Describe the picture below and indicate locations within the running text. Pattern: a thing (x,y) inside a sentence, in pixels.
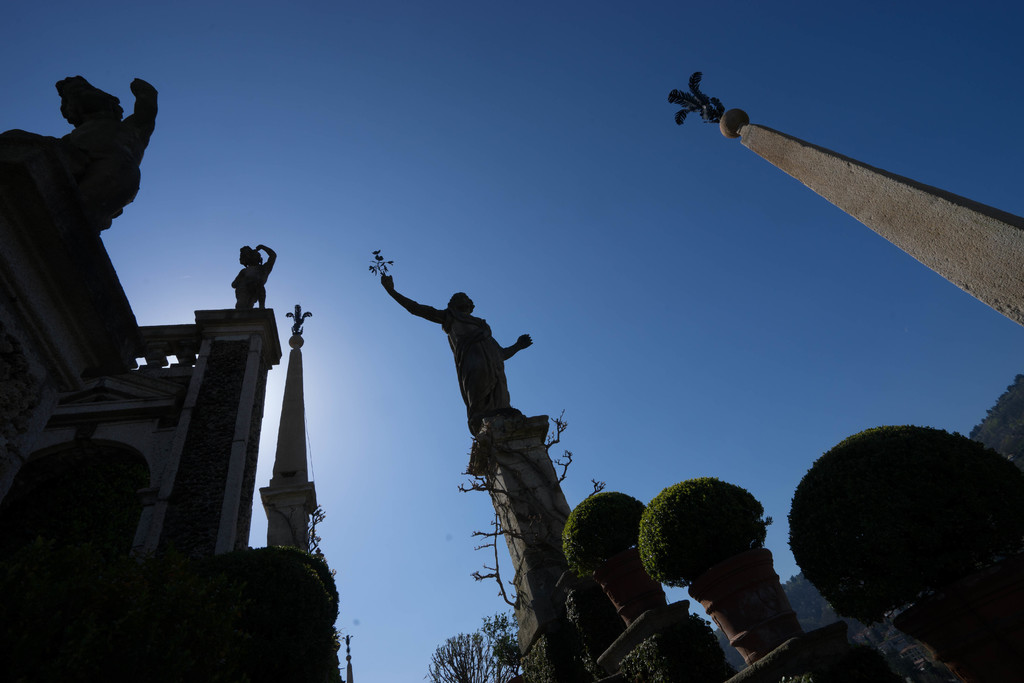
In this image we can see some statues (501,396), pillars (233,397), some plants (584,522) in pots (627,606), group of trees (189,653) and the sky (446,283).
